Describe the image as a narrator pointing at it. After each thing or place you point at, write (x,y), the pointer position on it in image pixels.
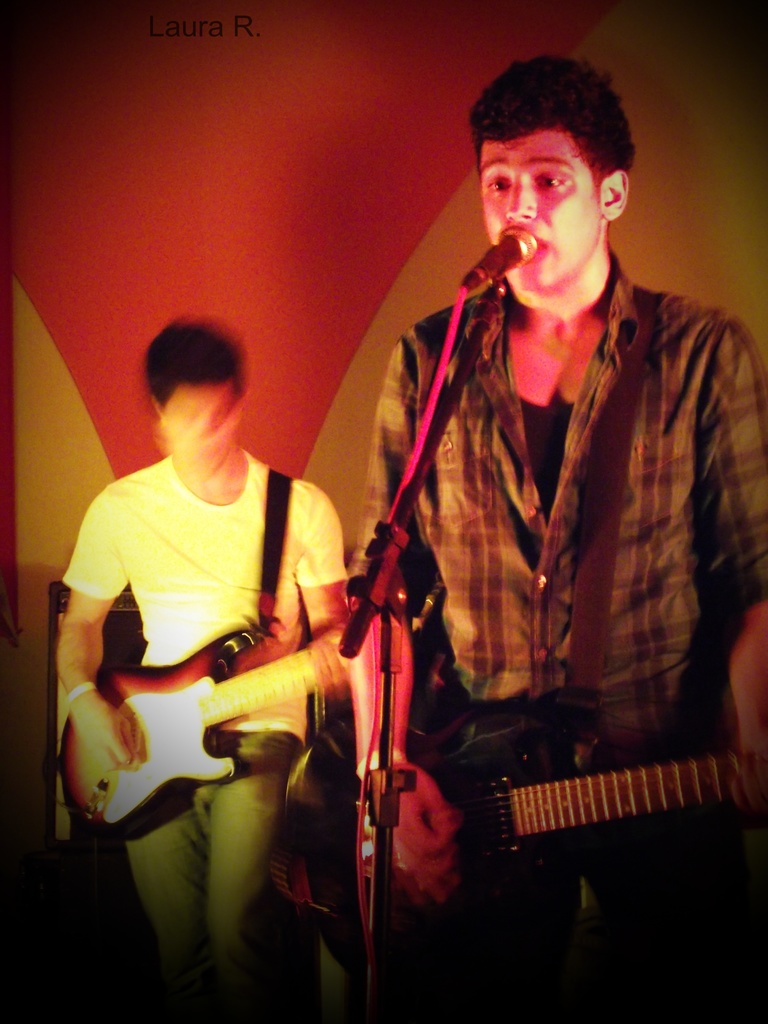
In this image I see 2 men (504,583) who are holding the guitar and this men (723,879) over here is standing in front of a mic (498,279).
